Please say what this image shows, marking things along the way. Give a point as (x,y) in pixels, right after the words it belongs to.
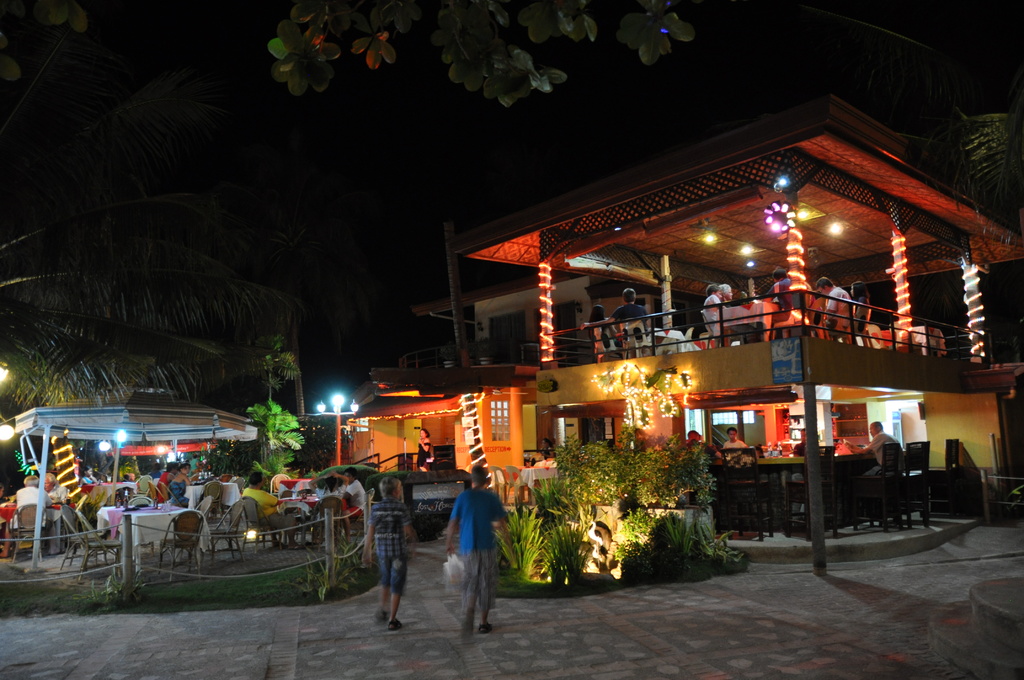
This picture shows few buildings (499,359) and trees (44,313) and we see lighting (624,412) and few pole lights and we see tables (158,521) and chairs (186,532) few people (279,518) seated and few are standing. we see couple of them (457,525) walking and we see plants (569,529).
